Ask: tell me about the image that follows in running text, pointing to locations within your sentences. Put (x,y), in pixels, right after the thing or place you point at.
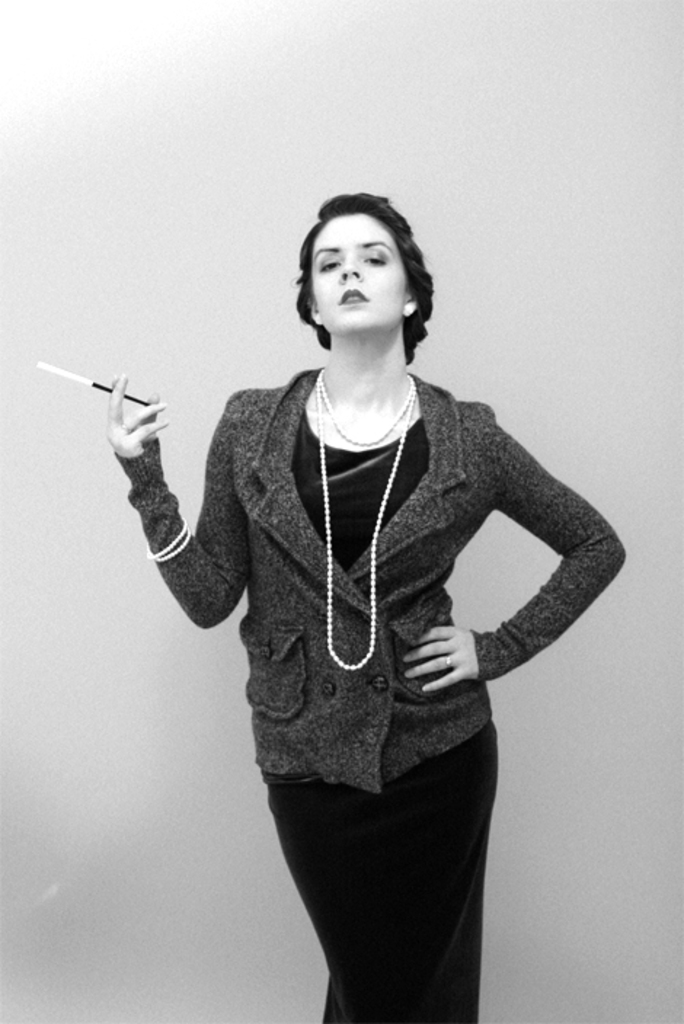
This is a black and white image. In this image we can see a woman (414,707) standing holding a stick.
